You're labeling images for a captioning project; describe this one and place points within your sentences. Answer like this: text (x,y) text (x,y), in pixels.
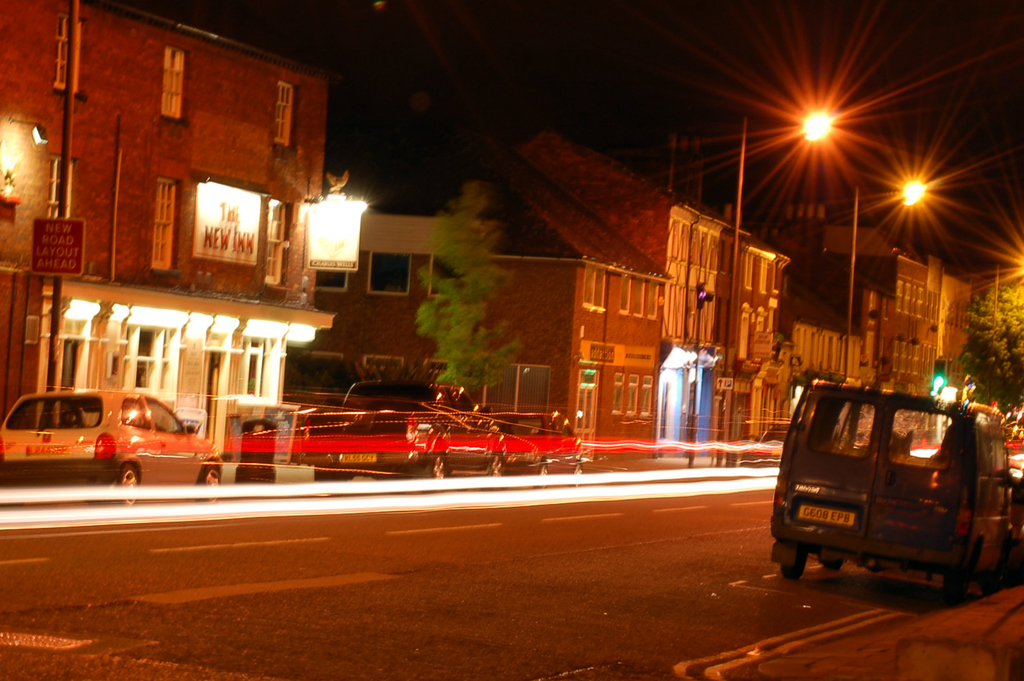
In this image I can see there are few vehicles (138,431) visible on the road (703,560) I can see street light pole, buildings (378,311) and plants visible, at the top (548,34) I can see the sky (675,55) and this picture is taken during night.
